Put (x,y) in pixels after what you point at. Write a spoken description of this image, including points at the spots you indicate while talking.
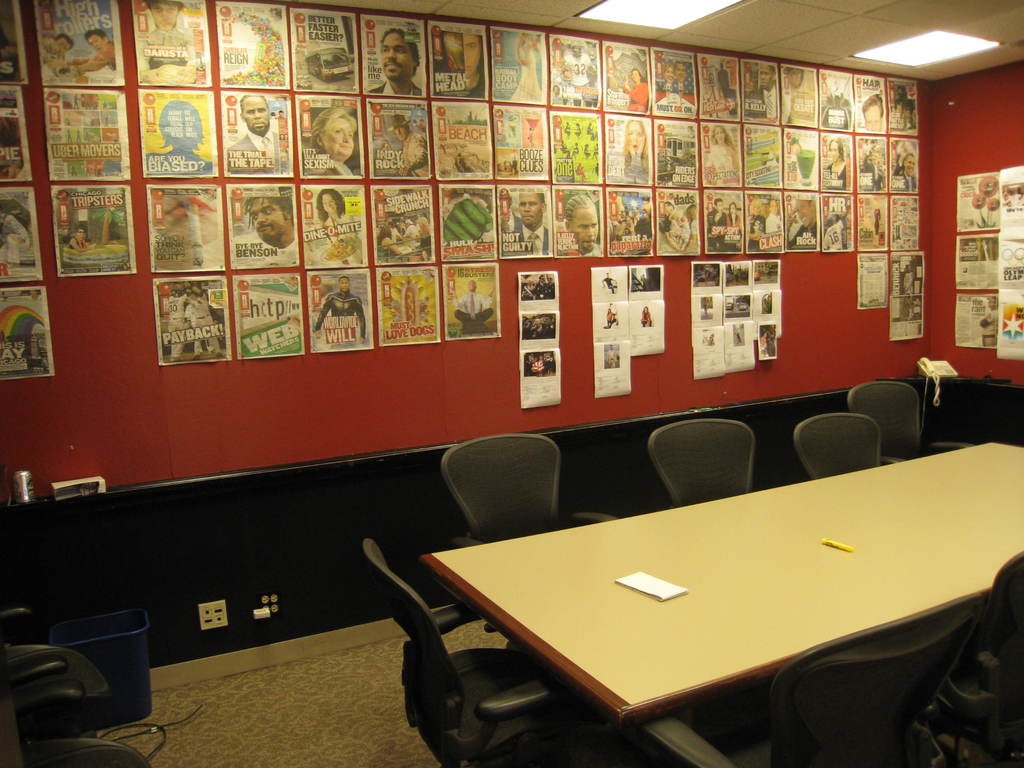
In this image in the center (495,483) there is a table (762,592) and there are empty chairs (582,515). In the background (819,286) there is a wall (680,278) and on the wall (421,266) there are posters (502,194) with some text (449,194) and images (425,231) on it. On the left side (25,687) there are empty chairs (59,692) and there is a bin (124,668) which is blue in colour and on the table (634,610) there is a book (648,588) and a pen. On the right side (938,379) there is a telephone (933,367) which is white in colour. On the top (650,7) there are lights (593,7).
